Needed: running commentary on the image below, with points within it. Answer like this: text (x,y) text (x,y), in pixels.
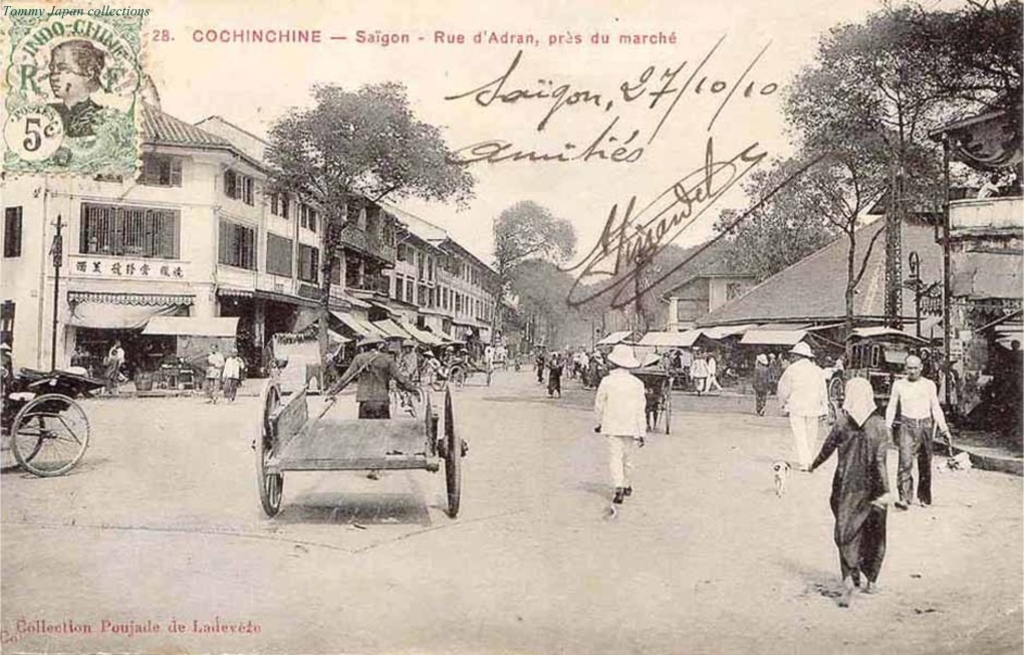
This image consists of a man (360,406) holding a cart (410,460). To the right (866,527), there are many people (609,451) walking. In the background (724,291), there are buildings (804,269) along with the trees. At the bottom (402,628), there is a road (359,633).
